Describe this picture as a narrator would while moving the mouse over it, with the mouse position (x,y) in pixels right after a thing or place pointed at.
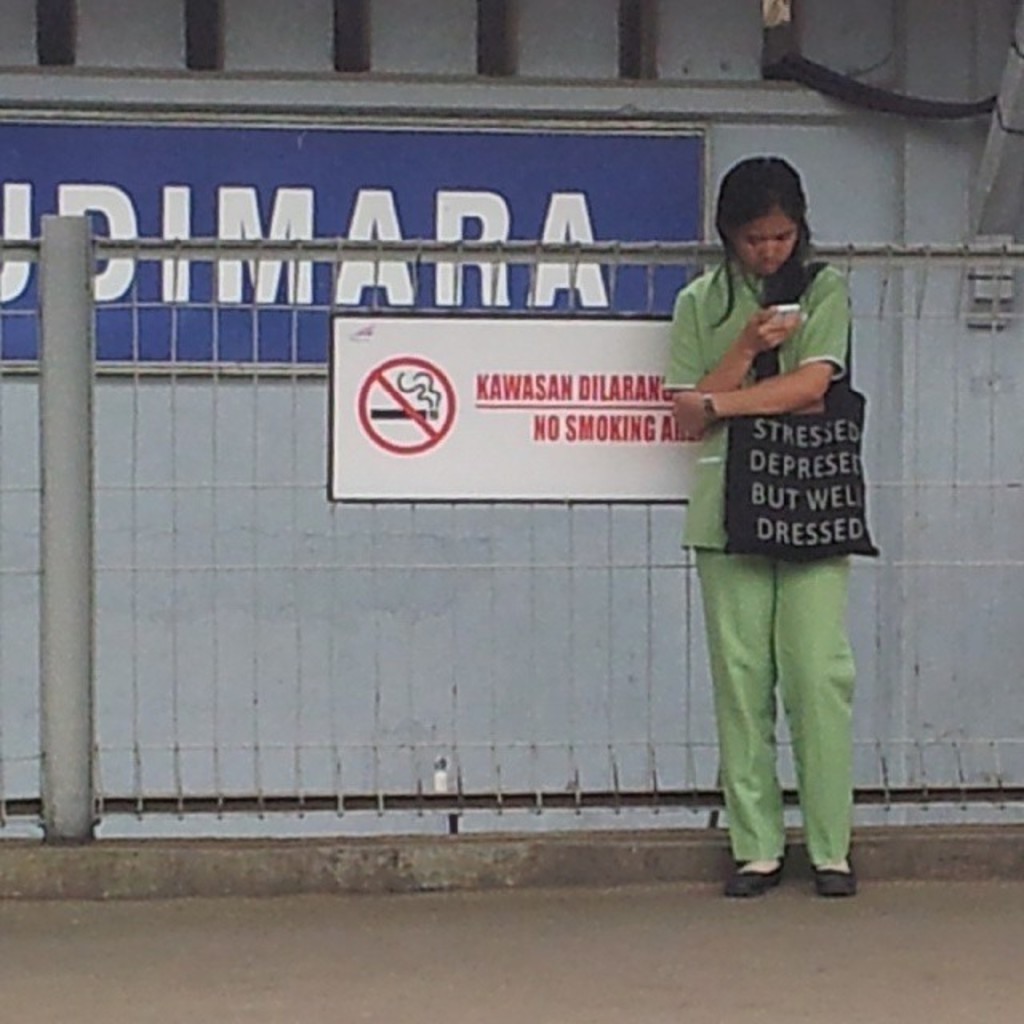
In this image I can see the person (740,638) with the green color dress (737,622) and the bag (772,497) which is in black color. In the background (640,486) I can see the board (355,475) to the railing (199,487). I can see an another board (612,191) attached to the ash color wall (796,159).
